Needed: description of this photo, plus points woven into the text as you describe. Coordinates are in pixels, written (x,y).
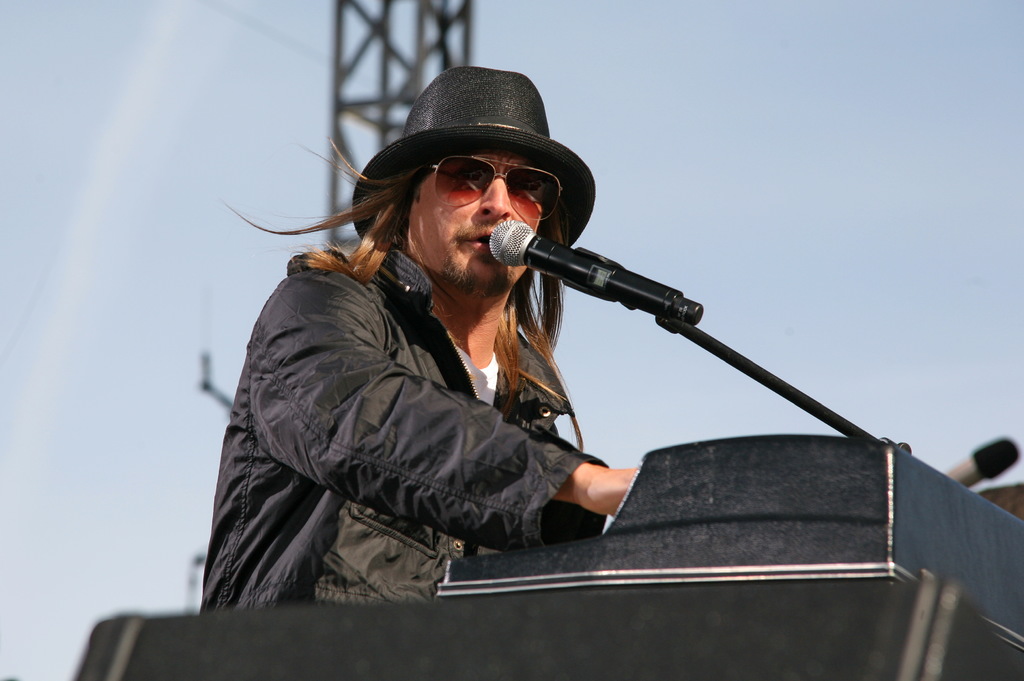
There is a man (417,262) in the center of the image (417,262), he is wearing sunglasses (504,177) and a hat (420,139). There is a keyboard (668,514) and mic (564,258) in front of him, there is another mic (1006,466) on the right side (986,465). There is a pole (383,100) and sky (185,194) in the background area (165,335).
